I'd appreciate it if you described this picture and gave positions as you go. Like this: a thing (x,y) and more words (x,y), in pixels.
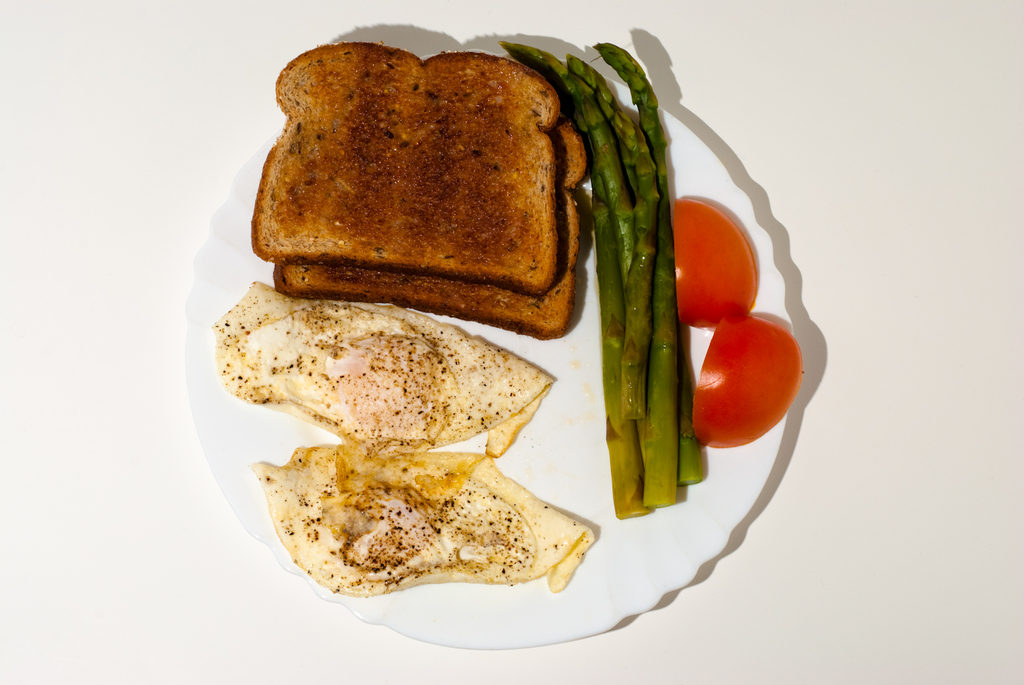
In the picture there are fried eggs (364,455), bread toasts (400,263), cooked asparagus (632,356) and tomato slices (730,296) served on a plate (565,486).
